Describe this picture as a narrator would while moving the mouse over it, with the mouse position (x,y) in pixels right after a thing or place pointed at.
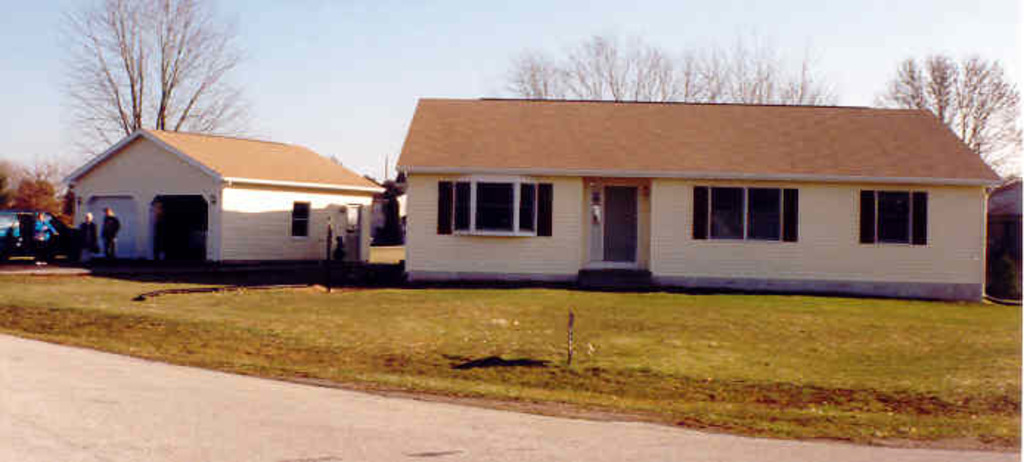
This image consists of houses (433,254). At the bottom (513,322), there is green grass (410,342) and a road (98,374). To the left (35,231), there are three persons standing beside the vehicle (18,231). In the background (138,67), there are trees (193,63).
